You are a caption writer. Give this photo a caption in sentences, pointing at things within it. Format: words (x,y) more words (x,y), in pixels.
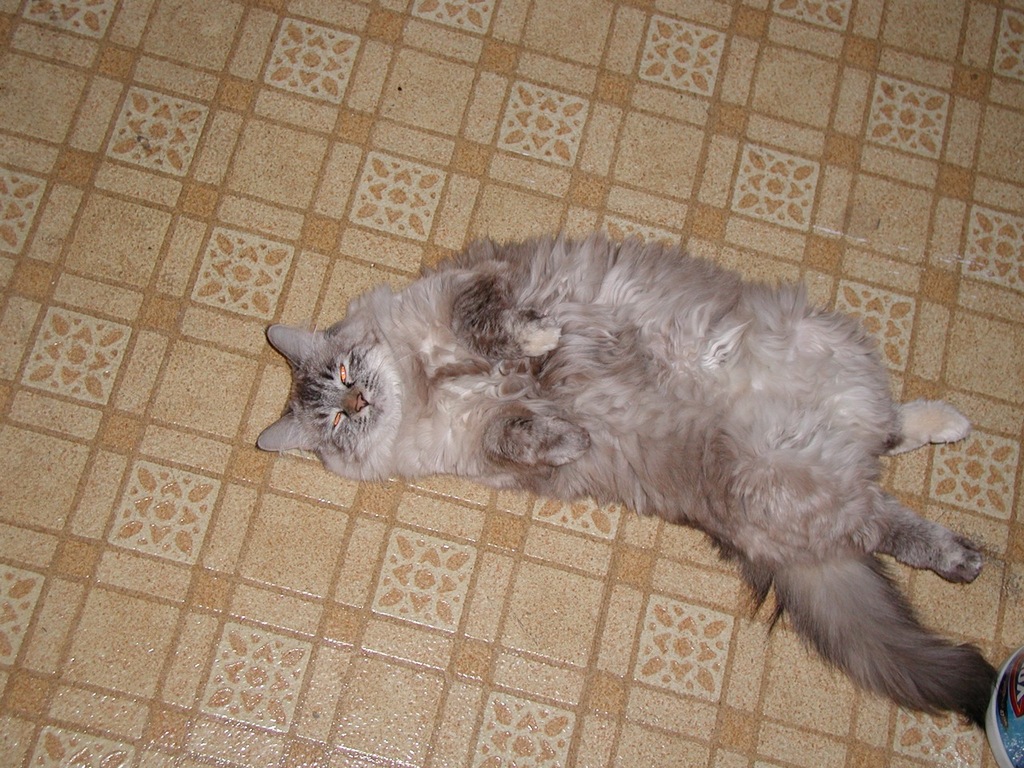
In this image there is a cat (496,478) laying on the floor (326,492). On the bottom right of the image (988,707) there is an object (1014,731) which is white and blue in colour with some text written on it.
